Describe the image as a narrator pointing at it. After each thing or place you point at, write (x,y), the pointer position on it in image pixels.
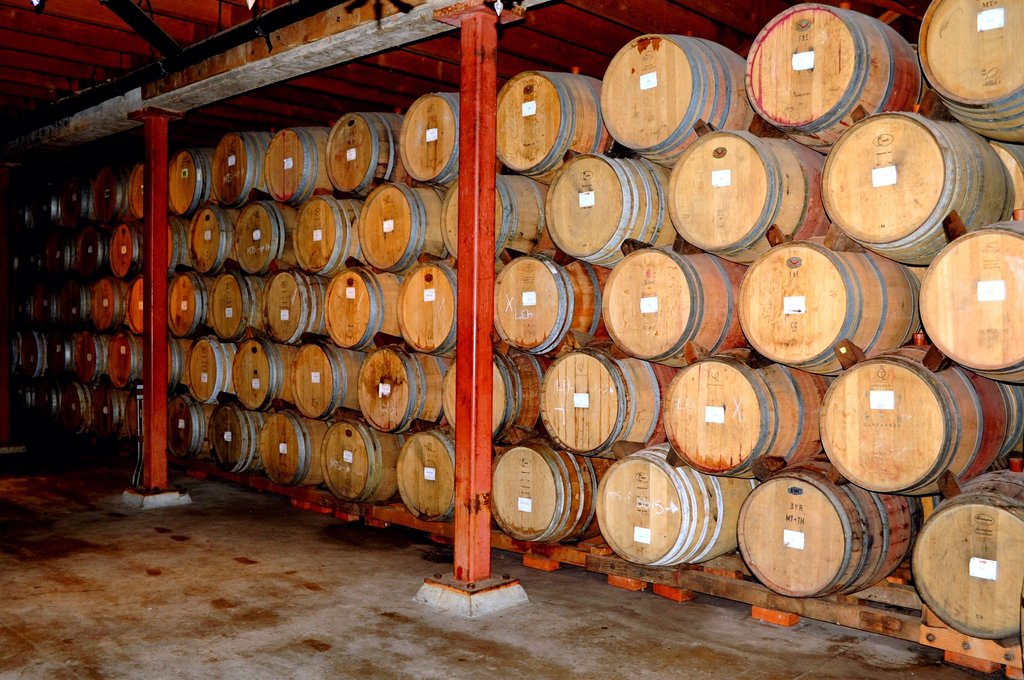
In this picture we can see the floor (131,606), pillars (459,243) and a group of barrels (345,267) and in the background (151,97) we can see the wall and rods (140,5).
